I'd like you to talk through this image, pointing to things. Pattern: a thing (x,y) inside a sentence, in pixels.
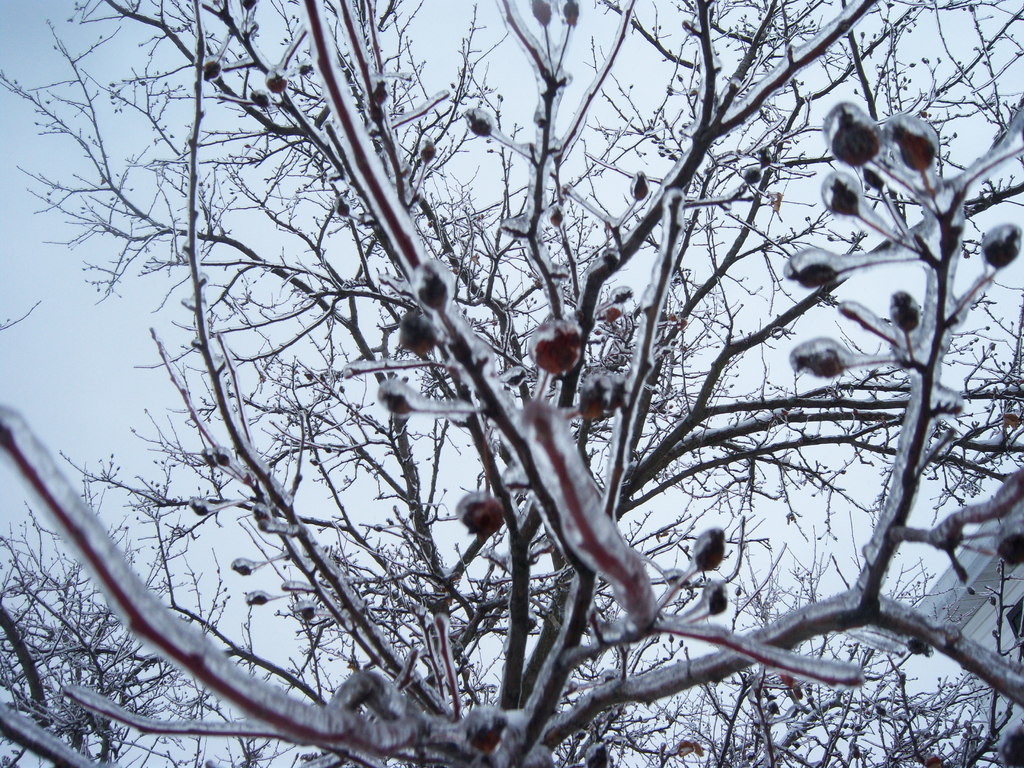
In this picture we can see a tree (476,284). On the bottom right corner (952,575) there is a building (1020,594). On the background (141,177) we can see a sky (141,177).
